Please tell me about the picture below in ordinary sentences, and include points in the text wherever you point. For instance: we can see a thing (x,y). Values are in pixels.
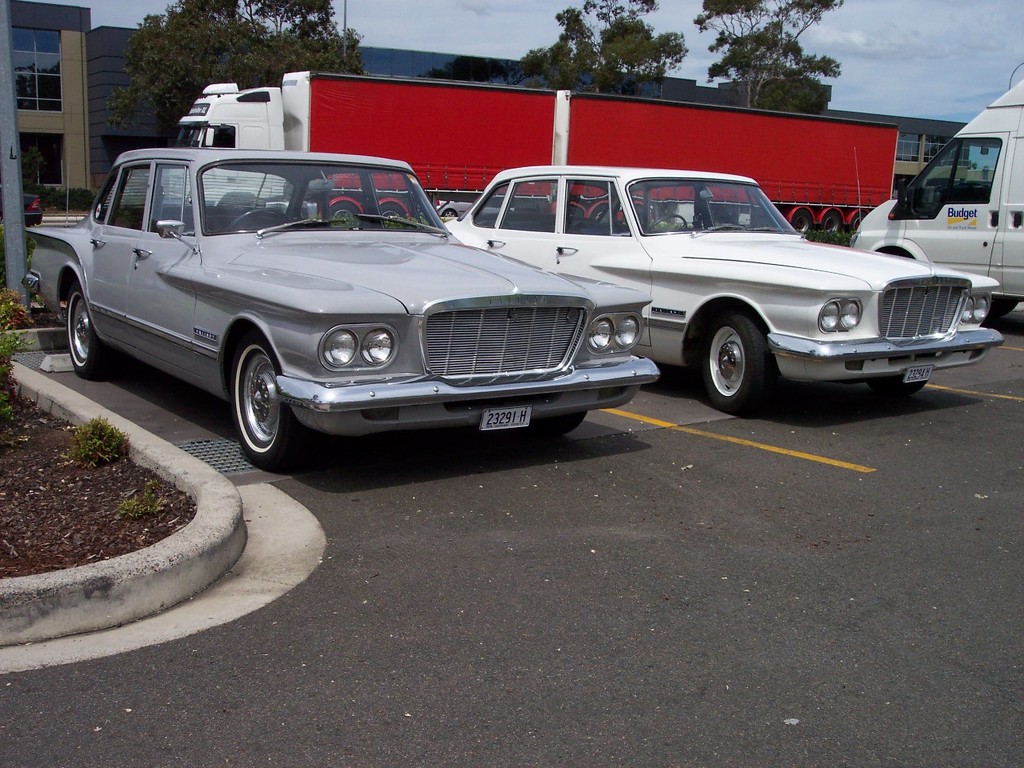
In this image there are buildings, in front of the buildings (100,170) there are trees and few vehicles (692,299) are parked on the road (500,493). On the left side of the image (11,296) there are plants (15,325) and a pole (1,89).
